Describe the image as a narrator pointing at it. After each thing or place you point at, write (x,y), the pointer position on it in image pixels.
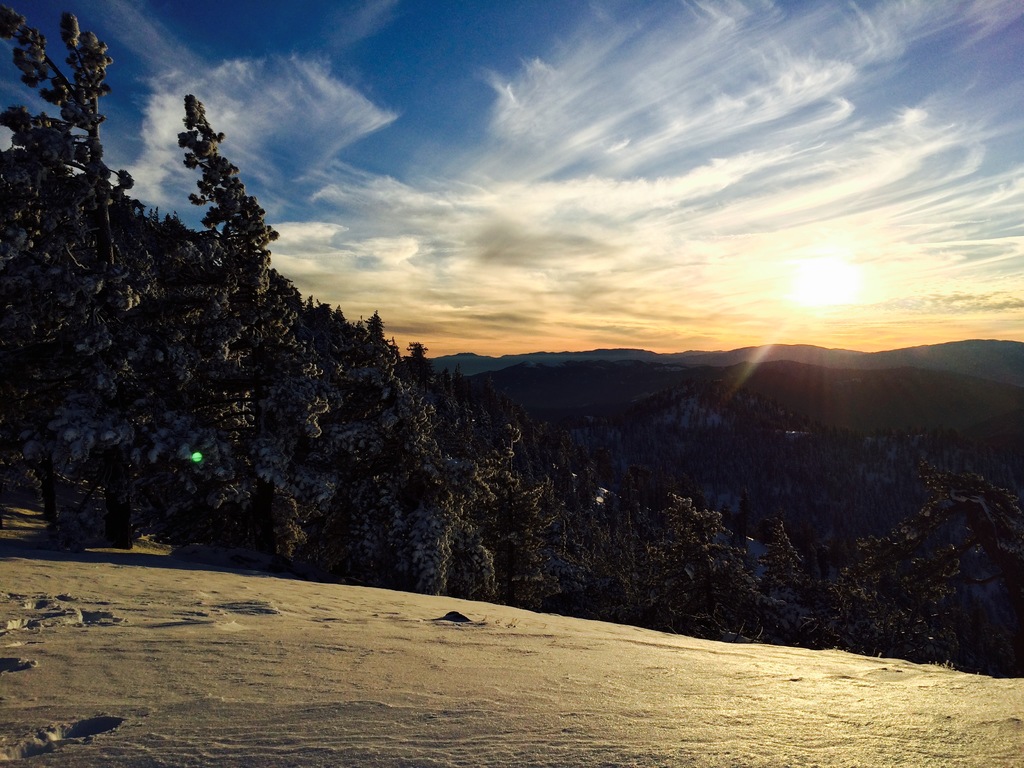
In this image we can see the trees (485,588) on the ground (439,652). And there are mountains (752,367) and sky (603,184) in the background (603,184).
